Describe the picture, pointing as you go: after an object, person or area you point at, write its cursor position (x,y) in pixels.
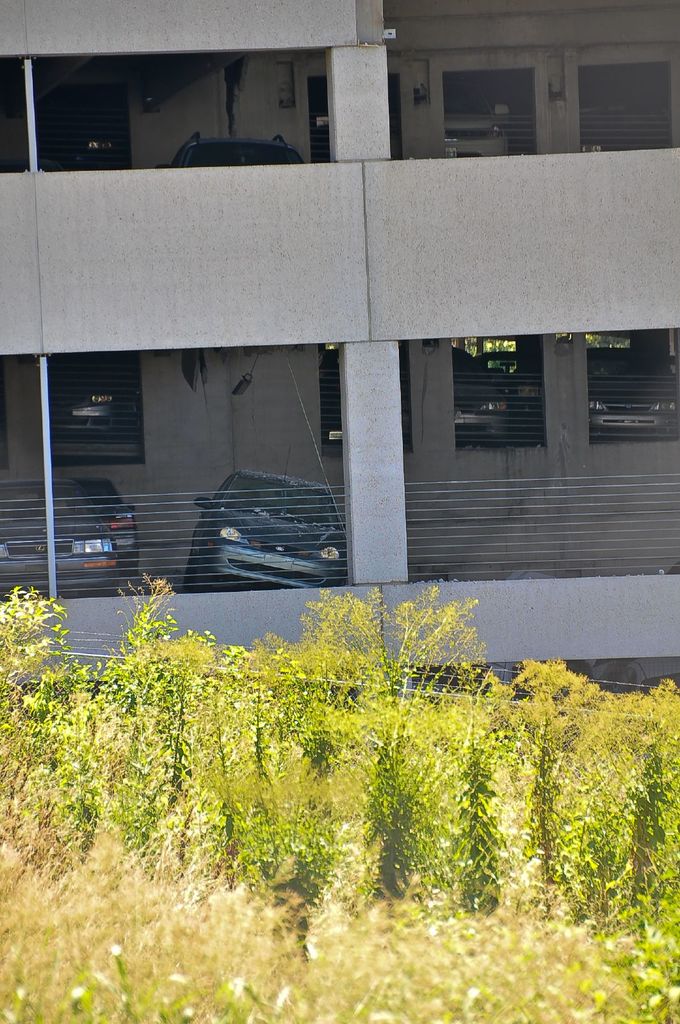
In this picture I can observe some plants (229,919) on the land (346,782). In the background (48,244) there is a building (282,248). There are some cars (237,545) parked in the parking lot (312,376).
